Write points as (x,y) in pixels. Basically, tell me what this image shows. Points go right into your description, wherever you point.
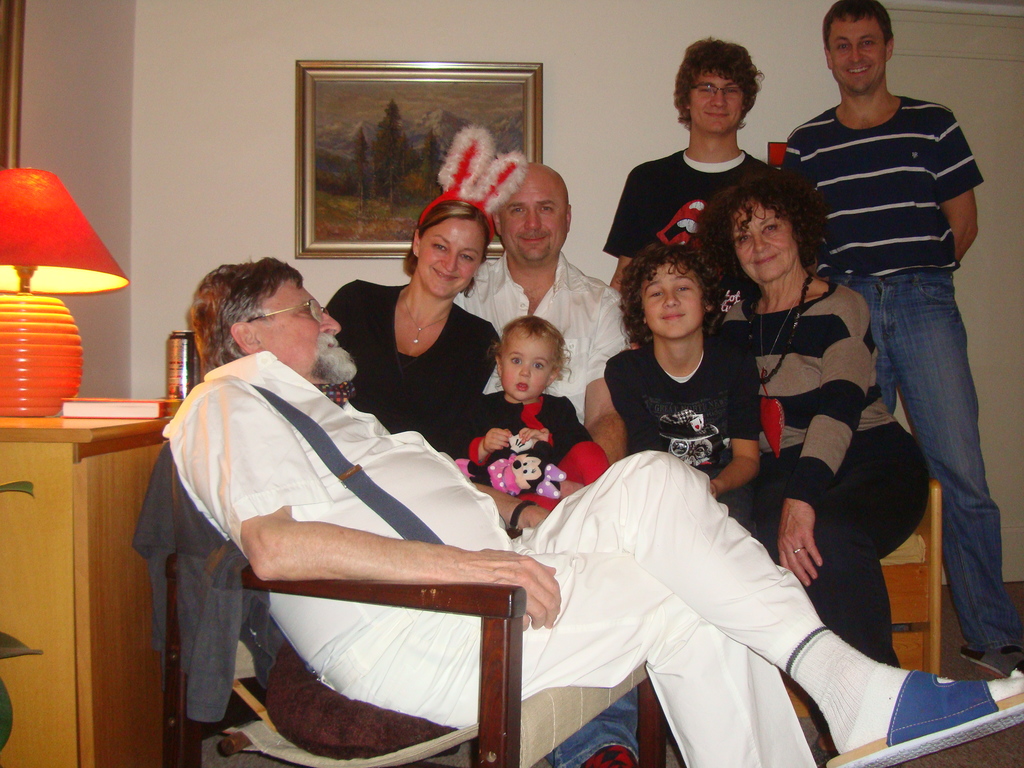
This picture describes about group of people (550,510), few people (633,525) are seated and few are standing, beside to them we can see a light (44,381) and a book (129,409) on the table (105,421), and also we can see a wall painting (301,255) on the wall (183,164).
